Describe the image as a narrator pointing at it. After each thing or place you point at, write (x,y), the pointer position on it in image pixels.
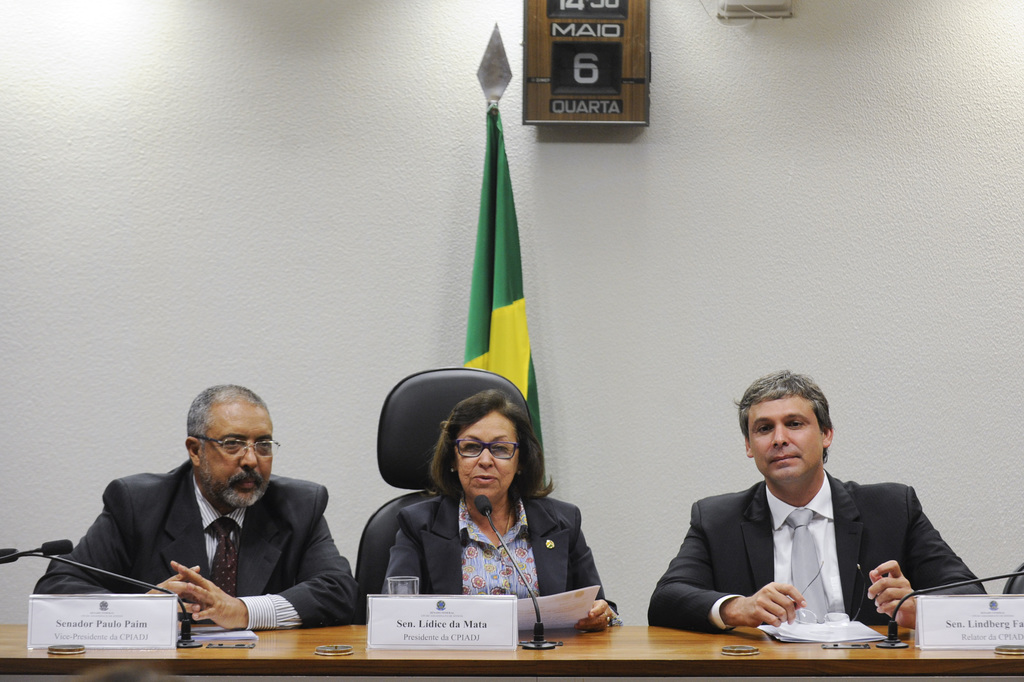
In this picture there are three people (529,550) sitting on the chairs (393,531) in front of the desk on which there are some name boards (133,606) and mics (152,584).
